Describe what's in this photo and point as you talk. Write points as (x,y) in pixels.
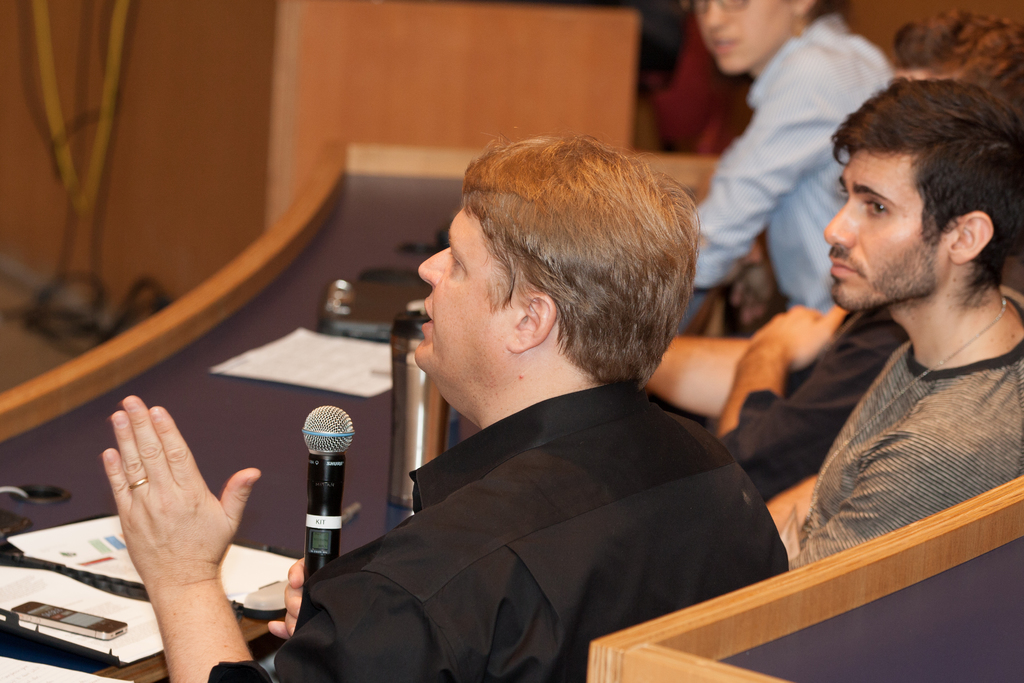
In this image there are few people (739,349) sitting on the chairs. In front of them there is a table (284,249) and on top of the table (369,405) there is a mobile phone (102,630), water bottle (410,382), papers (133,569). On the backside (267,114) there is a wall (177,143) and in front of the wall (90,97) there is a stand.
